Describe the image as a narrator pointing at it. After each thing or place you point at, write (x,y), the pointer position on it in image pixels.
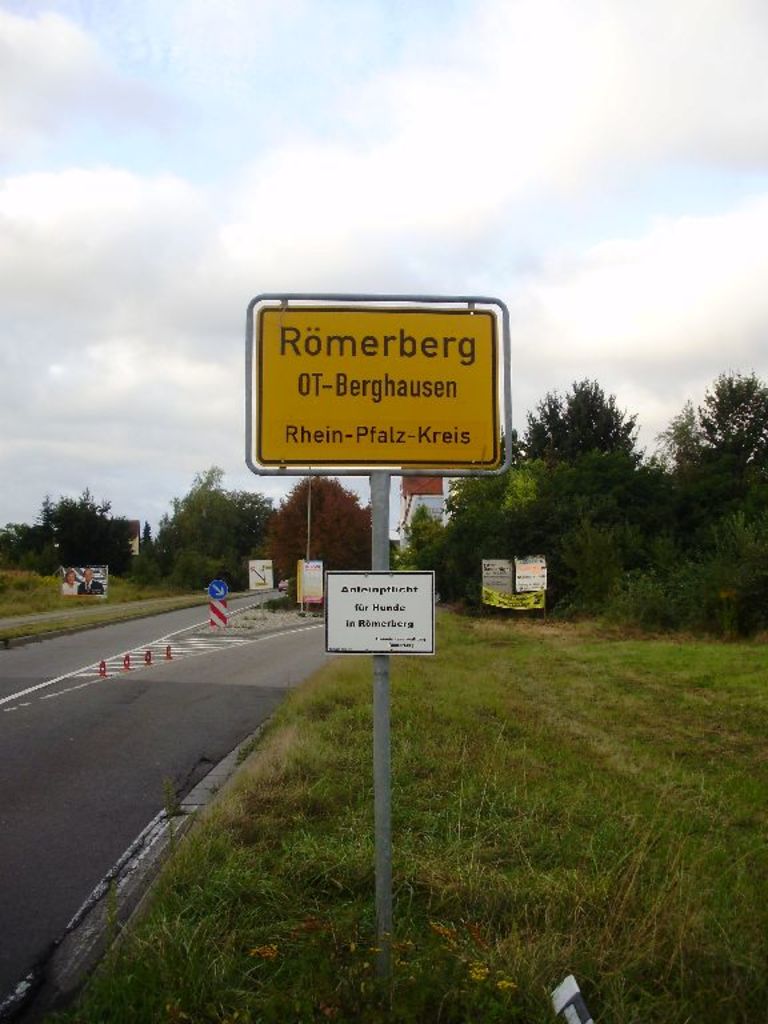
In this image we can see boards (425,295) with some text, trees (44,556), grass (409,716), road (127,654) and in the background (294,109) we can see the sky (250,169).
